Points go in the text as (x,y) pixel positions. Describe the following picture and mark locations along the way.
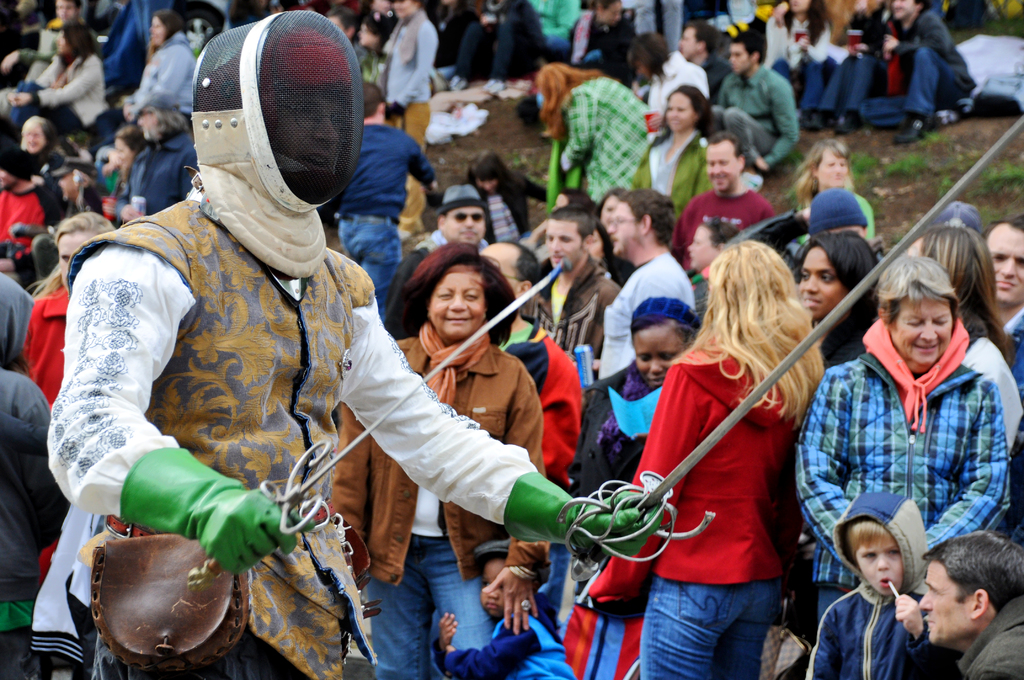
In this image we can see people (727,447). Front this person (282,260) wore a helmet (307,120) and holding weapons (296,482).
